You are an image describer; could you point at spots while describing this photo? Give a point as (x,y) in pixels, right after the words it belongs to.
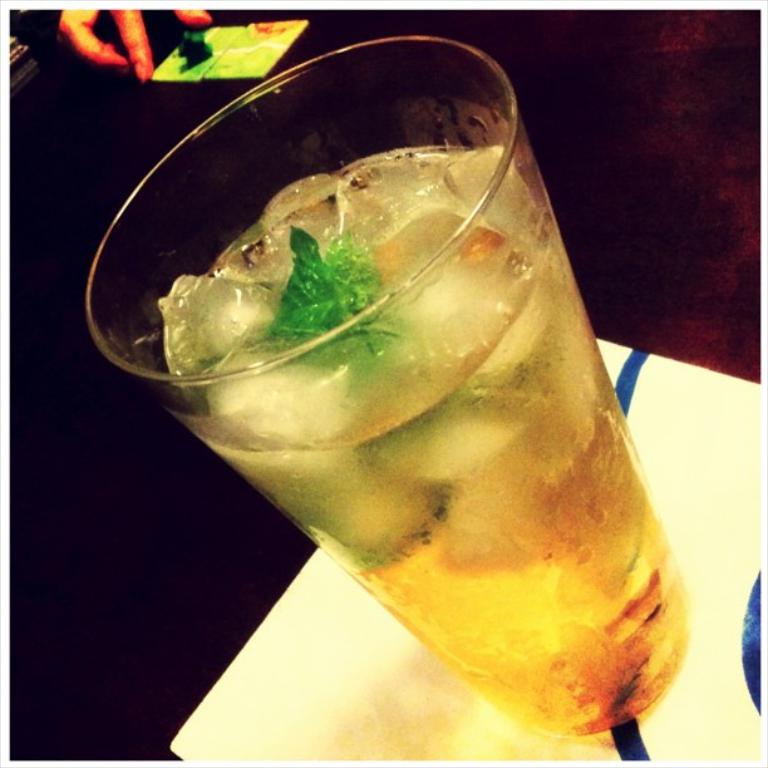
In this picture, we see the glass (435,442) containing liquid (427,480) and ice cubes (439,458) are placed on the white napkin (273,642). In the background (596,174), it is black in color. At the top (247,36), we see two green cards (272,49) and the hand (87,29) of the person (142,51).
